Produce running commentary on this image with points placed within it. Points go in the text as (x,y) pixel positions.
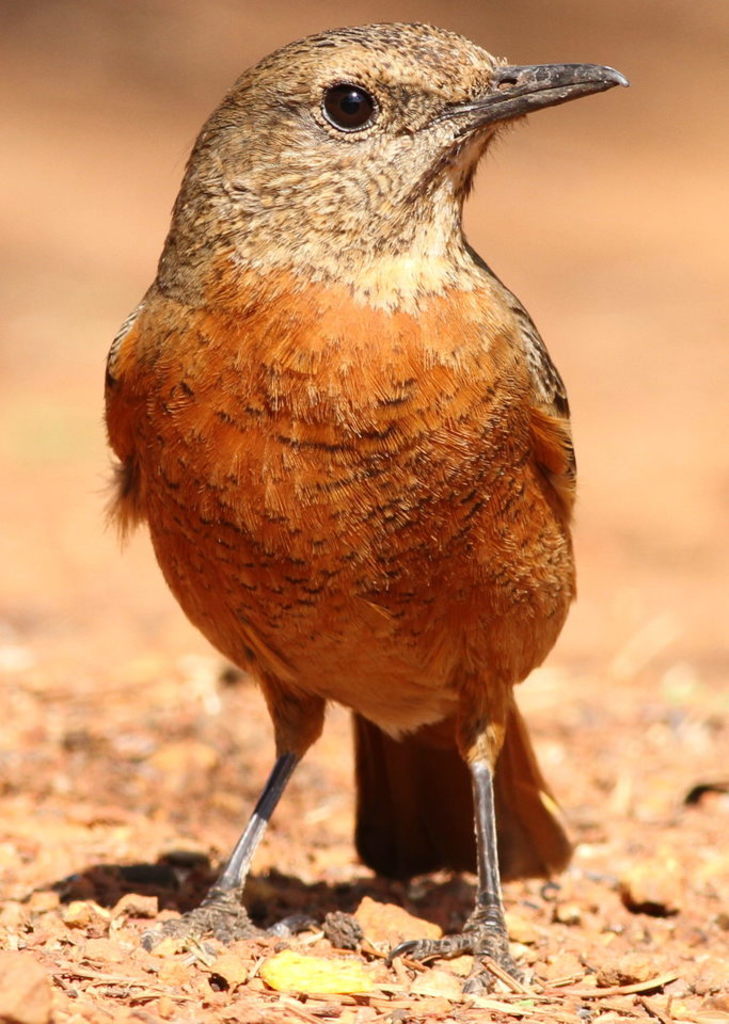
In the image there is a bird (307,583) standing on the ground (289,905). Behind the bird (297,557) there is a blur background.
